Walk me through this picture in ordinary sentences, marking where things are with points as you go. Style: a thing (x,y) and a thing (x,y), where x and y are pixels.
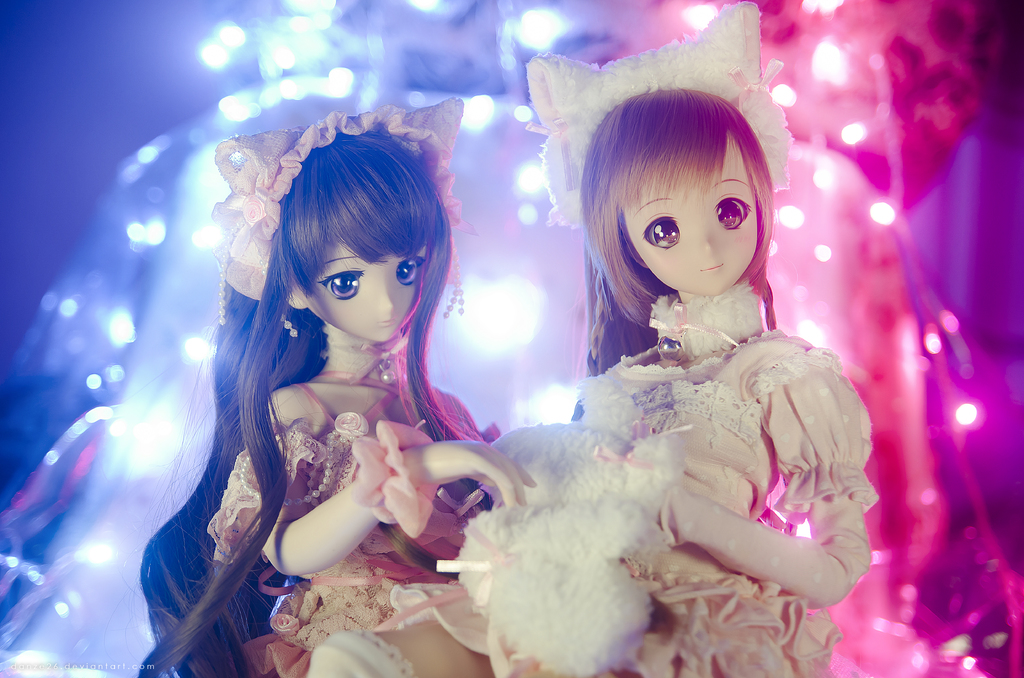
In the center of the image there are dolls (722,312). In the background of the image (62,602) there are lights (322,93).
